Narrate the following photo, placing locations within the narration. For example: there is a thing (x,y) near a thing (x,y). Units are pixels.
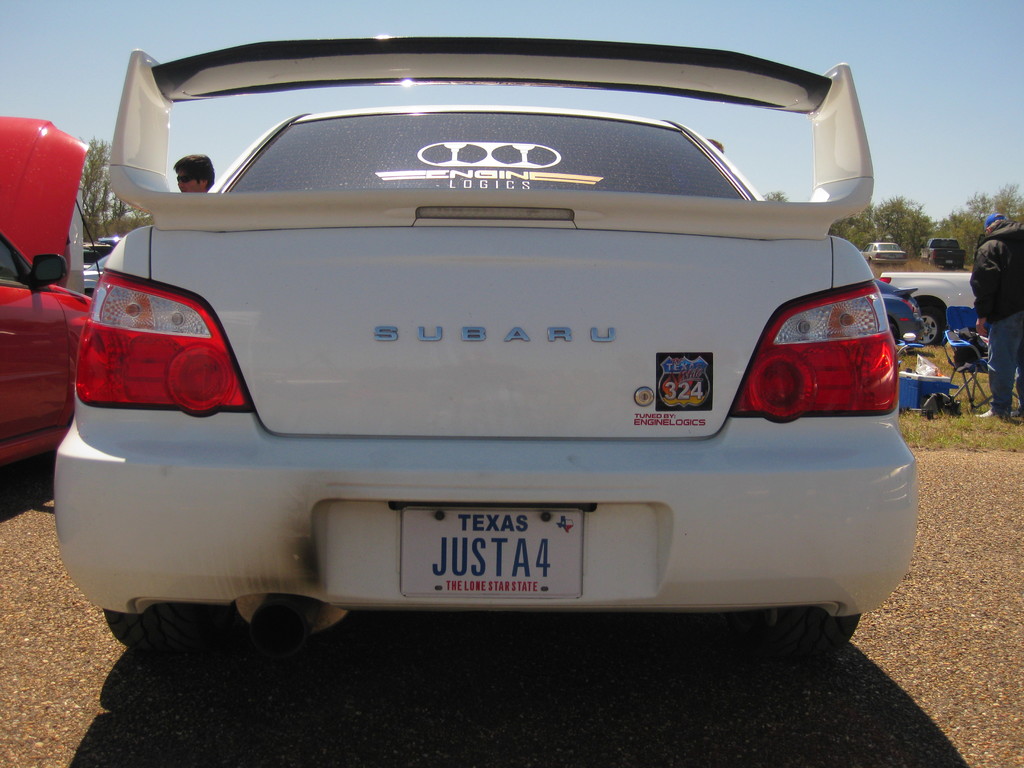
In this image in the front (308,388) there are cars (314,381). In the background (1000,263) there are persons (973,274) and there is grass (946,429) on the ground (930,268) and there are trees (891,229) and cars (916,290) and there are objects (955,337) which are blue and black in colour.
